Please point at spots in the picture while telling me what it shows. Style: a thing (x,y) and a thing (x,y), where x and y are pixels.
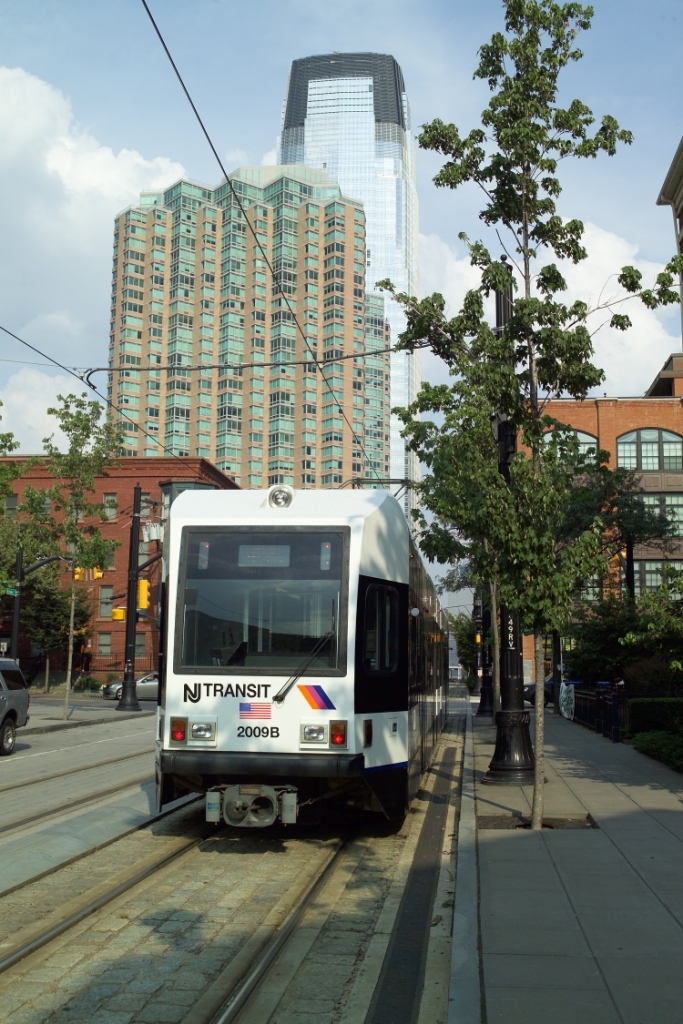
In this picture we can see a train (290,784) on the railway track (134,916) and on top of the train (218,778) there are electric cables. On the left (134,642) and right side of the train (308,632) there are trees (535,563), poles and buildings (17,479). Behind the train (311,576) there is a skyscraper (282,249) and a sky (169,118).
